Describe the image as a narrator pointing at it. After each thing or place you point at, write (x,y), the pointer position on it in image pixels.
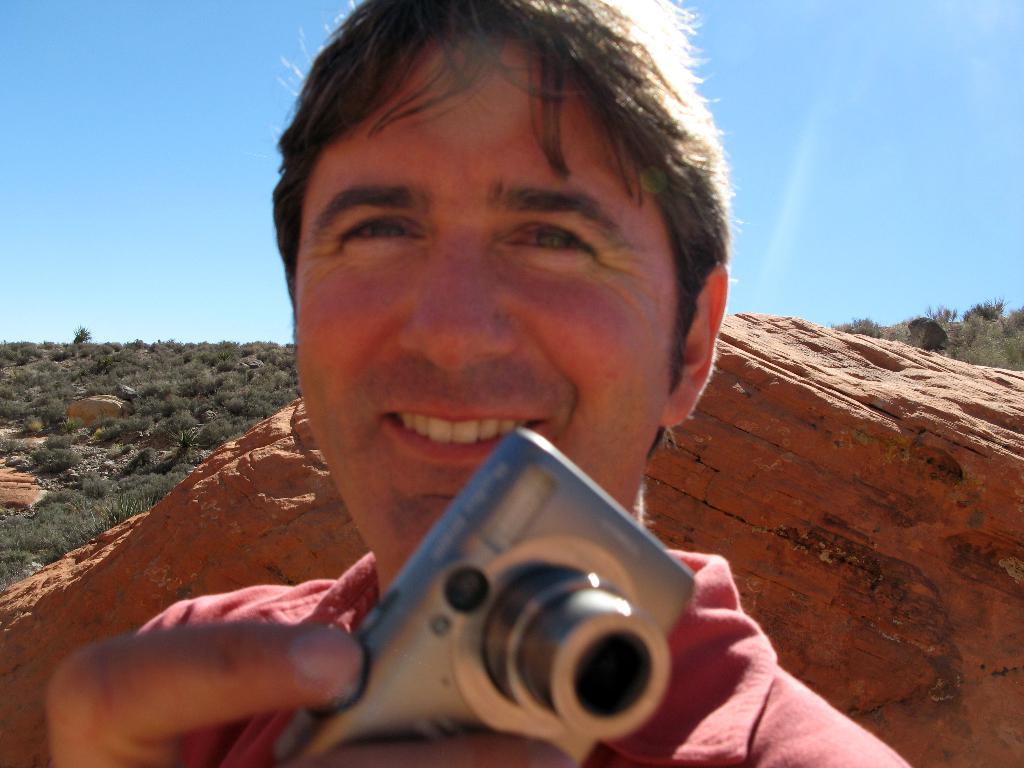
In this Image I see a man (829,752) who is holding a camera (567,473) and he is smiling. In the background (23,690) I can see a rock (865,342), few plants (1005,350) and the sky (878,276).
